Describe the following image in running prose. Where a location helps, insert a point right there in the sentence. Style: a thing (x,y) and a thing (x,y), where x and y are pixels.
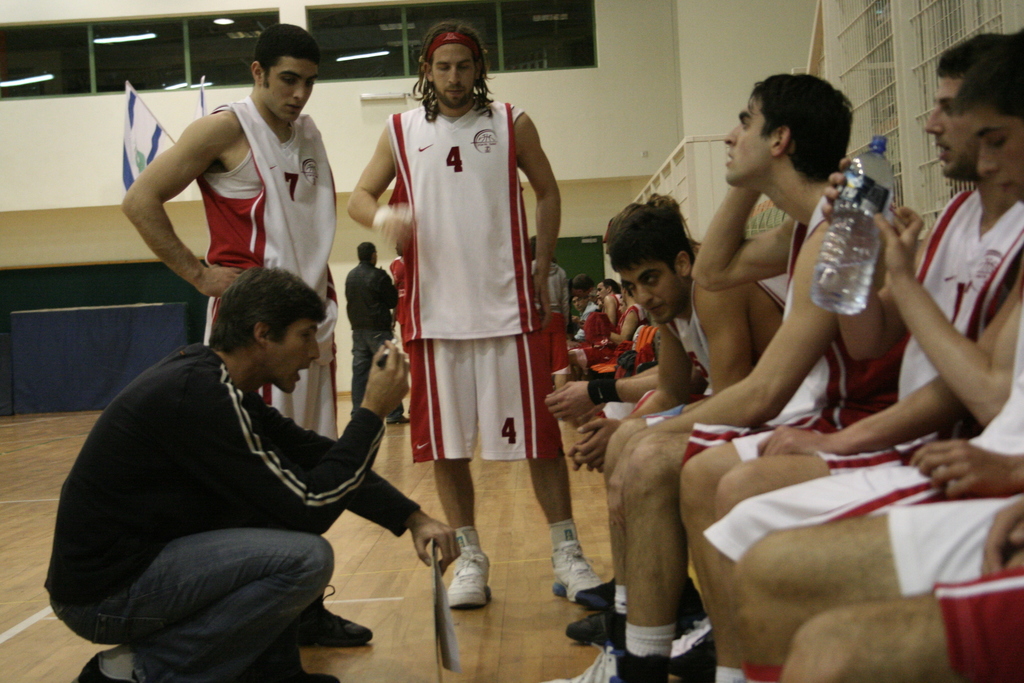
In this image there are group of persons (461,330) sitting and standing. The man (170,471) on the left side (183,443) wearing a black colour t-shirt (179,484) is in squat position and holding a pad (434,585) and a pen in his hand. On the right side (1001,409) the man (964,406) sitting and holding a bottle (862,257). In the center (433,230) there are two persons (391,209) standing. In the background (133,138) there is a flag (146,141) and there are windows (329,33). On the right side (885,58) there is a white colour grill (899,58) and on the left side (129,360) there is a blue colour curtain (97,365).
